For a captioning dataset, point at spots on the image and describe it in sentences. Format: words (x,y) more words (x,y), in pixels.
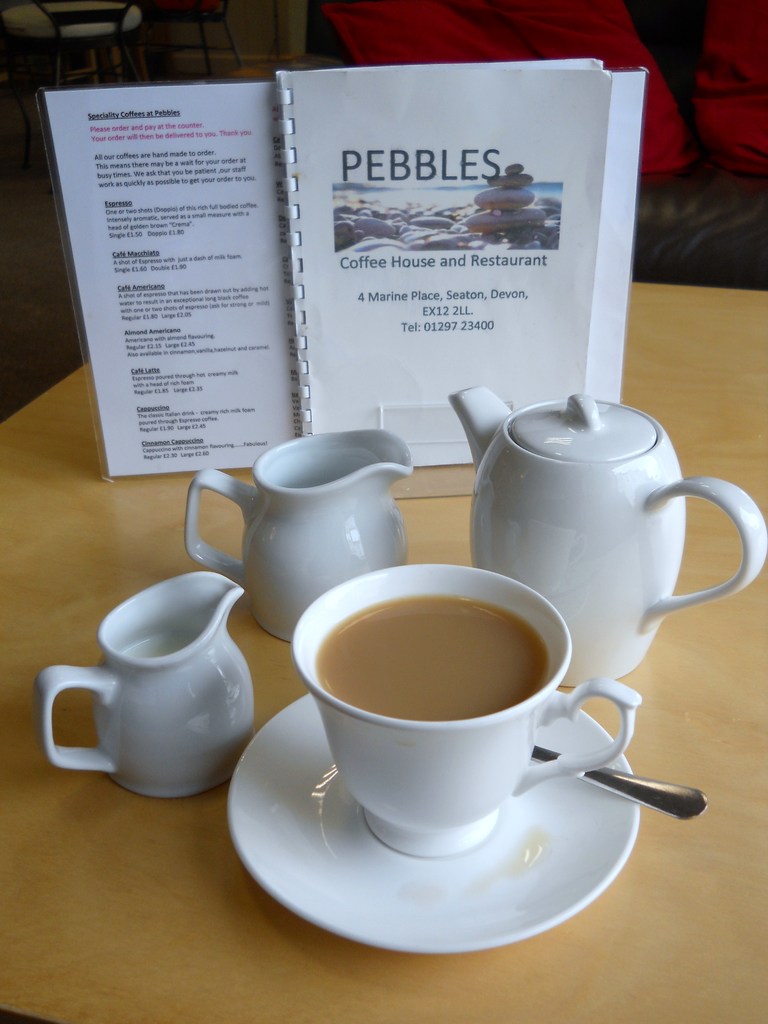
In this image I can see few teapot (623,508), cup (488,724), saucer (529,805) and spoon (635,787). I can see few white papers (358,240) on the stand (418,425). They are on the brown surface (704,781).
